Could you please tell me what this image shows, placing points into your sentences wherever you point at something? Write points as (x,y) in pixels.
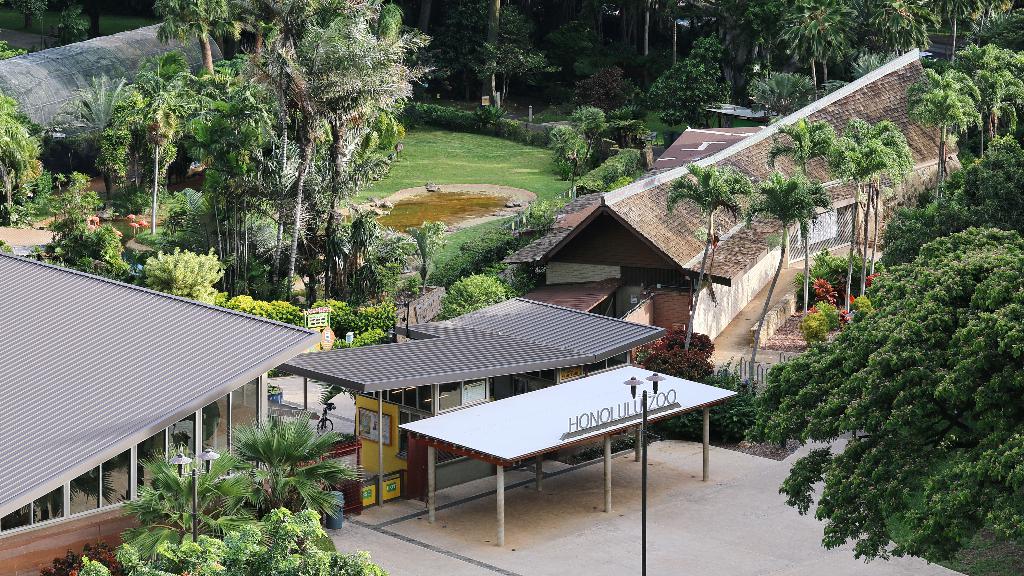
This image contains few houses (726,227). There are few plants (192,195) and trees (364,265) are on the grassland (537,172). Right side of image (805,366) there are few trees (900,377) and plants (824,322). There is a bicycle (331,421) on the land (319,412). There are few street lights (180,457) at the bottom of image (196,515).
